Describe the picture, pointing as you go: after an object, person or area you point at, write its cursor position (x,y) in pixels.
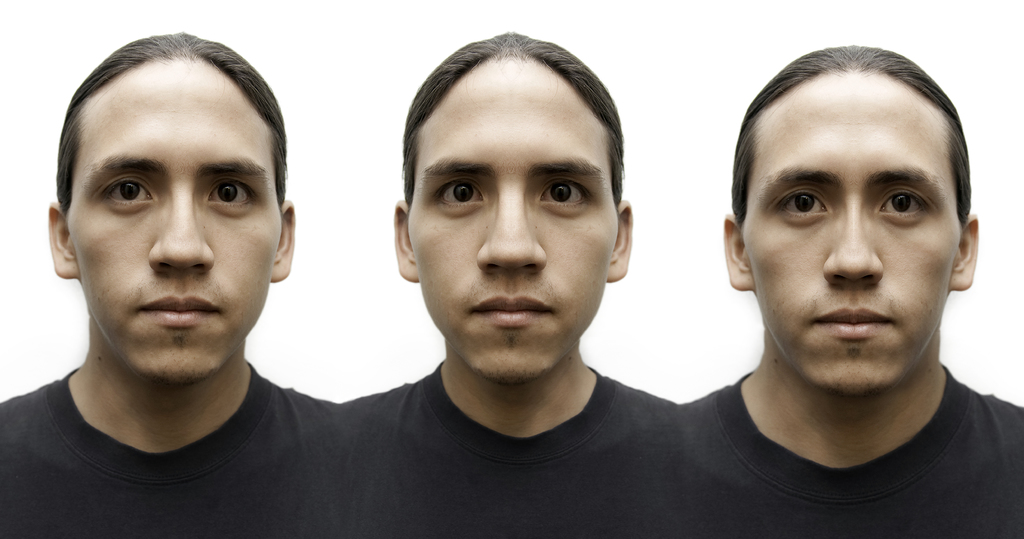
In this picture we can observe three different expressions of a same person (188,290) wearing black color T shirt (308,476). The background (317,117) is in white color.
